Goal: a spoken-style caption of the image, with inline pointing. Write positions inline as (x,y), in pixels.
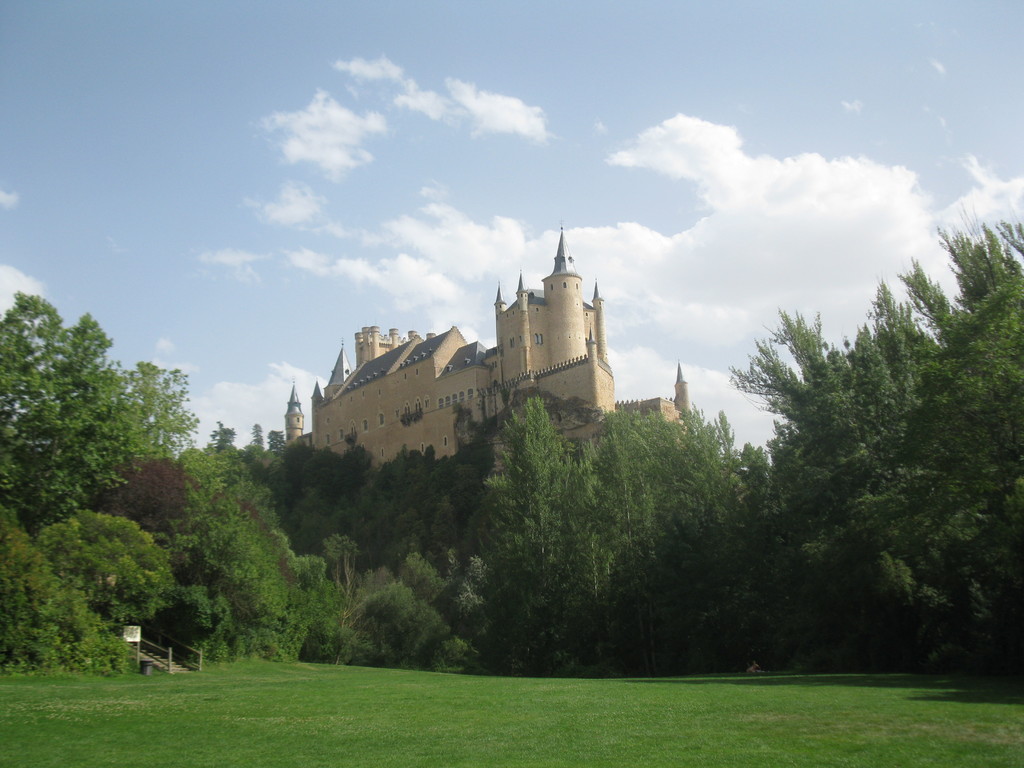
In the middle of the image (425,442) I can see a building (558,332). In-front of the building (560,371) there are trees (116,624), board (128,632), steps (158,651), bin (146,661) and grass (651,736). In the background of the image (685,285) there is a cloudy sky (537,188).
